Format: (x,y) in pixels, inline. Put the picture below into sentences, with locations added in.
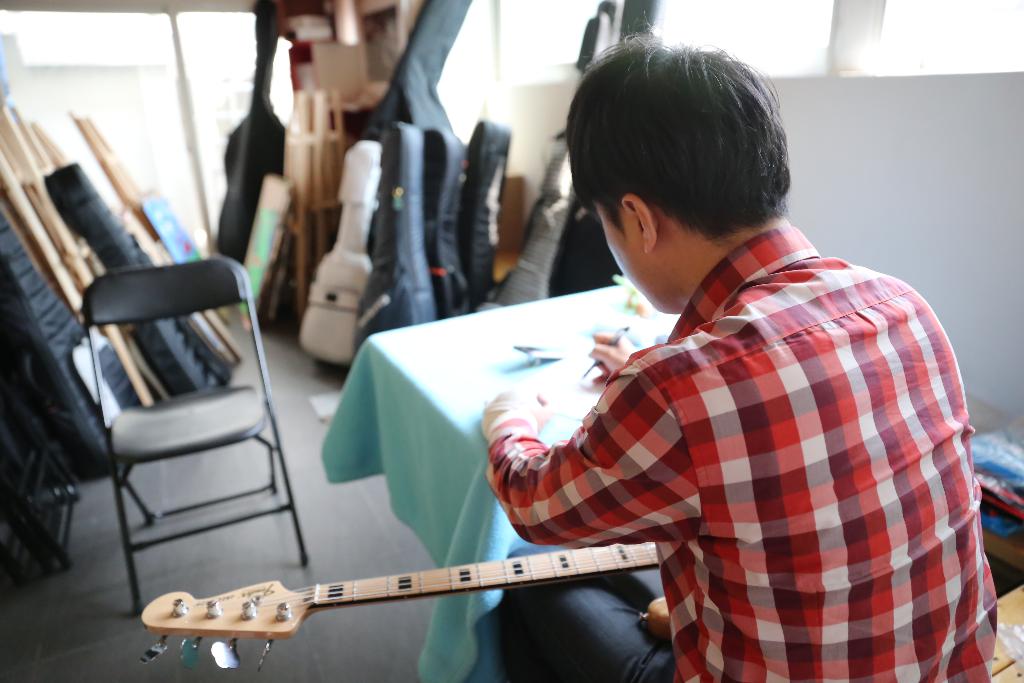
In this image on the right side (721,326) there is one man (734,516) who is sitting and he is holding a guitar (608,560) in front of him there is one table (477,312) and that table (407,417) is covered with a cloth (439,333), and he is holding a pen (599,364) and on the left side (130,407) there is one chair (122,299). On the background (260,187) there are a group of guitars (419,155) and on the right side (860,128) there is a wall (858,79) and window (788,30).
